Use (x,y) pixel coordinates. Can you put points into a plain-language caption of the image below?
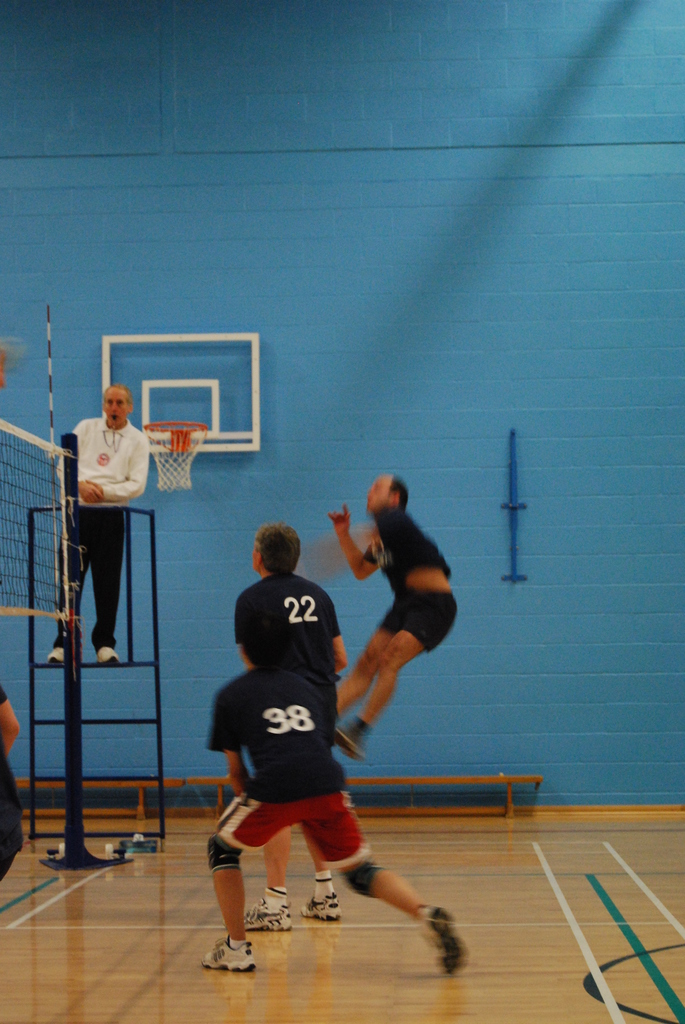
In the center of the image (279,664) we can see three persons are in black color t shirts (406,551). Among them, we can see one person (372,661) is jumping. On the left side of the image (6,730), we can see one human hand (14,732), one net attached to the pole (75,689) and one black color object (149,665). And on the black object (155,677), we can see one person (113,517) is standing. In the background (194,329) there is a wall (460,292), bench (37,783), basketball ring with net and a few other objects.
